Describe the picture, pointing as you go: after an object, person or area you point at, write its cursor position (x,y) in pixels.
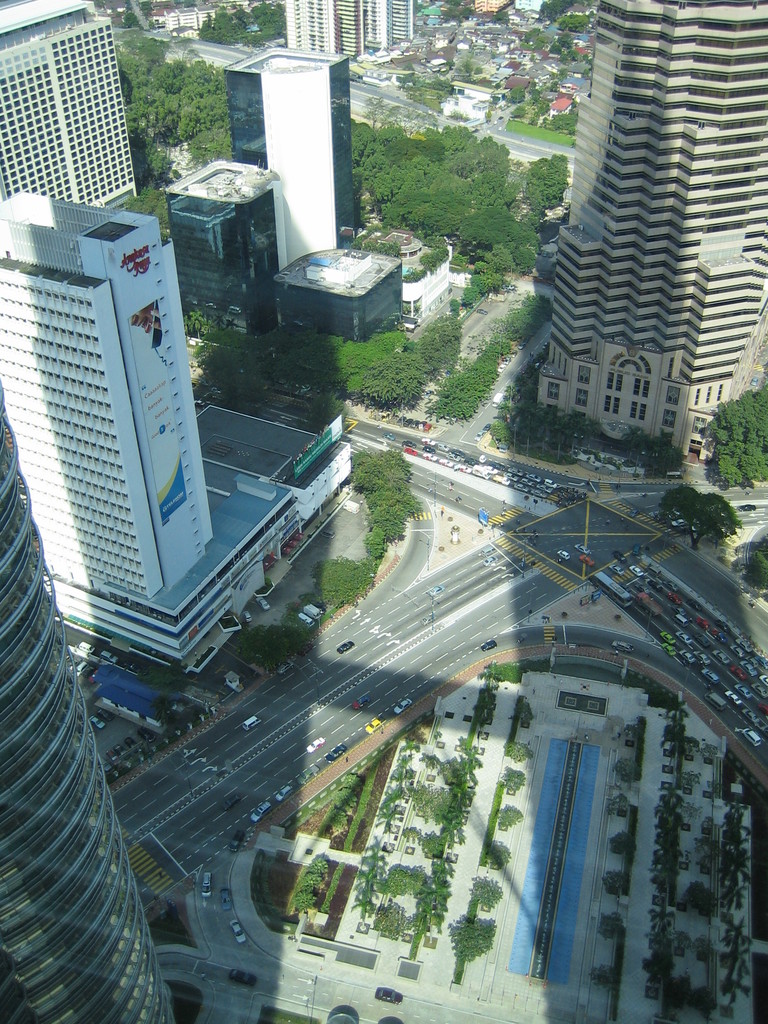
In this picture we can see a group of vehicles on the road (451,605), here we can see trees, electric poles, buildings (638,45) and some objects (596,701).
